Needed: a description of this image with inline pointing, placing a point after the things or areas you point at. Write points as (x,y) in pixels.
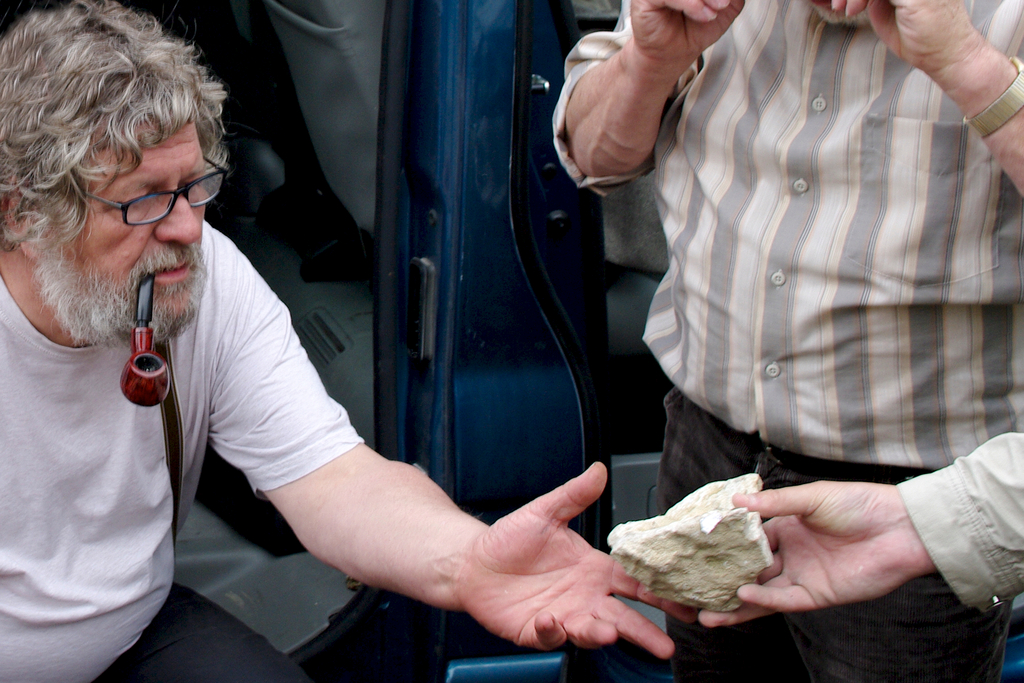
There is a person (67,337) wearing specs (124,212) and is having pipe (141,307) in the mouth (163,273). And another person (763,315) is standing. Also we can see a person's hand (885,512) with a stone (702,533).
